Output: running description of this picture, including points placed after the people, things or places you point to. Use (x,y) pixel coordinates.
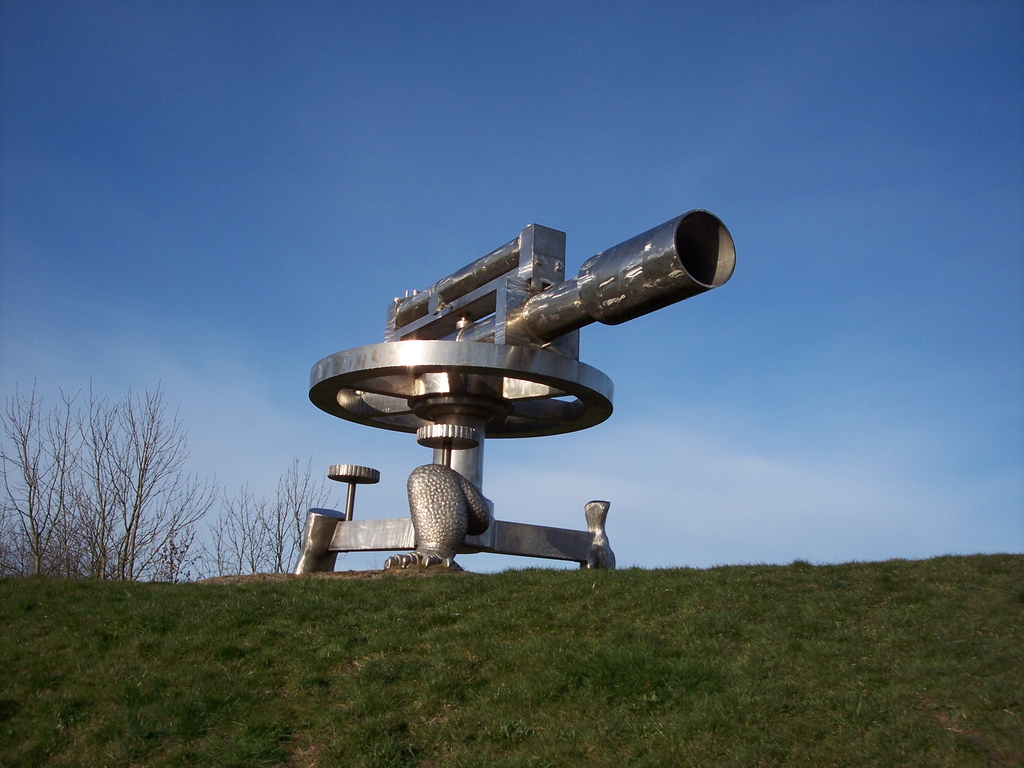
In the center of the image (474,349) there is a statue (385,549). At the bottom (853,635) there is a grass (261,644). In the background (145,386) there is a sky (162,280) and trees (139,515).
